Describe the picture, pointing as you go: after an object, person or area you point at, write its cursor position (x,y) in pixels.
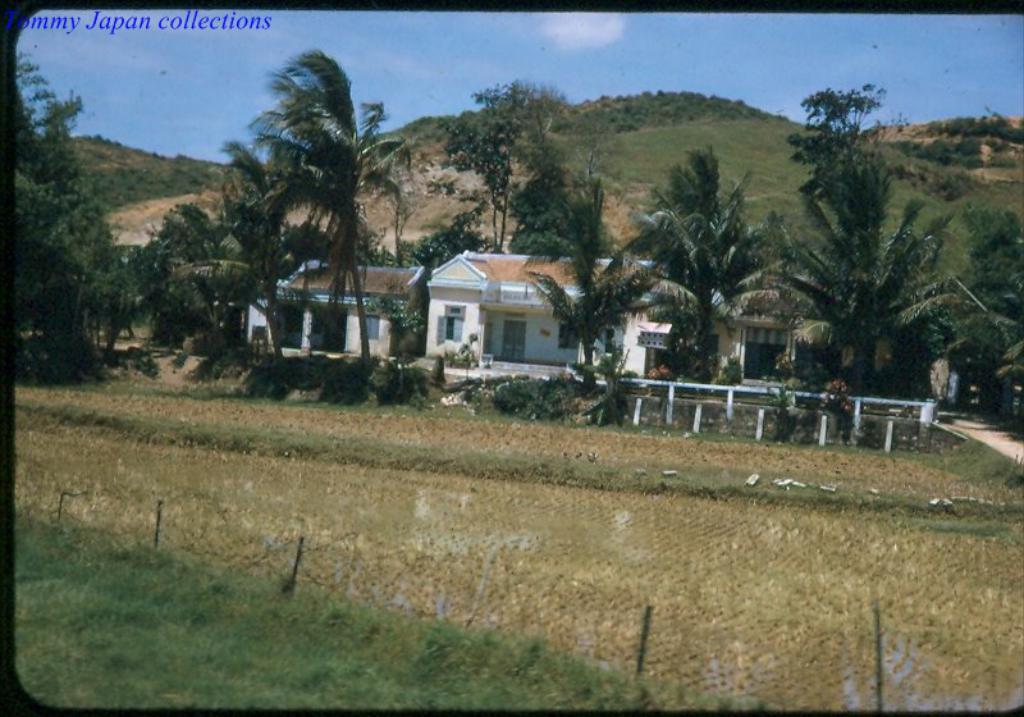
In this image, we can see some trees (690,230) and roof houses (291,300). There is a hill (655,147) in the middle of the image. There is a text (83,30) in the top left of the image (240,17). At the top of the image (591,37), we can see the sky (744,41).
